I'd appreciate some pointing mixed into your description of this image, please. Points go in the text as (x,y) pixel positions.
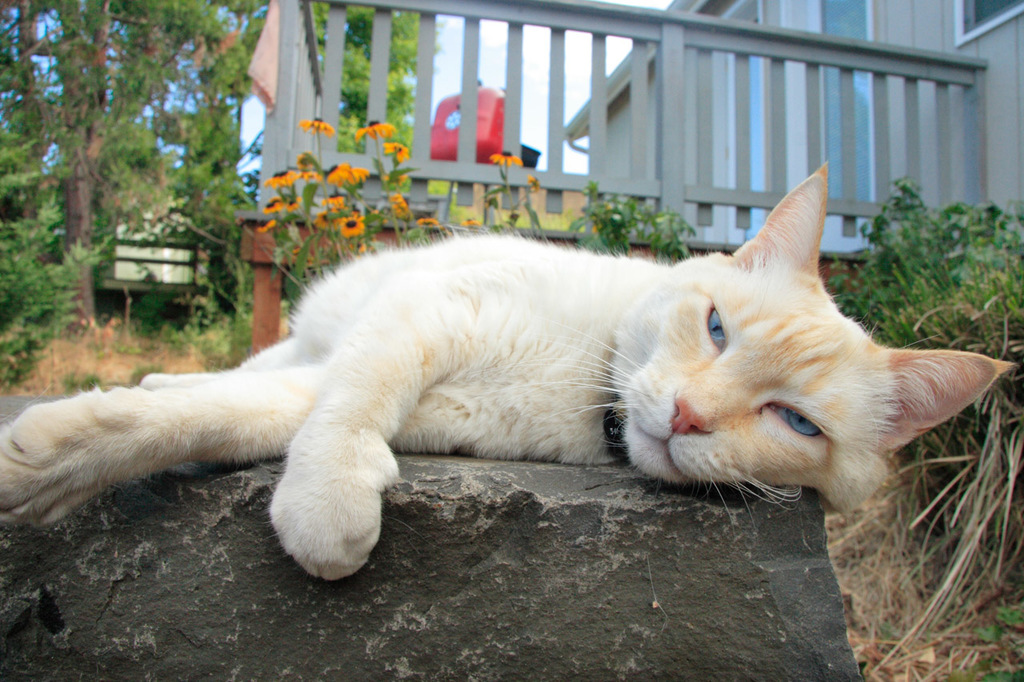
In this image a cat (587,443) is lying on the rock (675,561). Behind there are few plants (329,231) having flowers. Behind there is a fence (559,146). Right side (1017,151) there is a house (761,176). Left side there are few trees (8,112) on the grassland (145,353). Left side (221,341) there are few plants (26,312) on the land (965,609).
